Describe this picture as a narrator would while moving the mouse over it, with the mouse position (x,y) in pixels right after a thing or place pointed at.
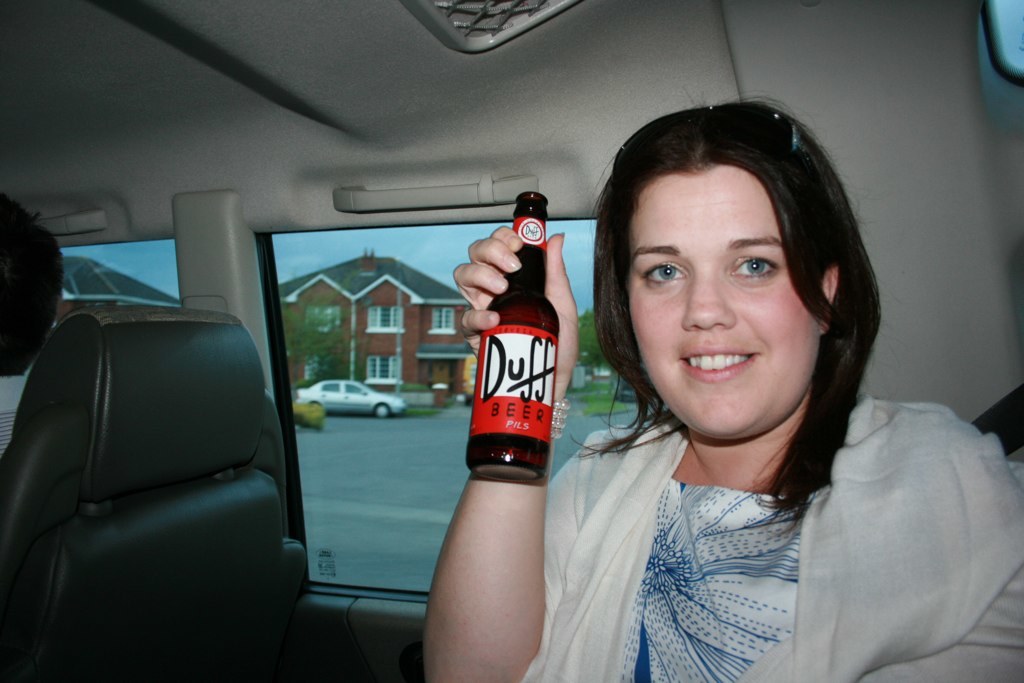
In this image I can see a woman (746,536) holding a bottle (491,339). In the background (374,281) I can see a car (315,396) and a building (437,291). I can see the sky (314,262).
